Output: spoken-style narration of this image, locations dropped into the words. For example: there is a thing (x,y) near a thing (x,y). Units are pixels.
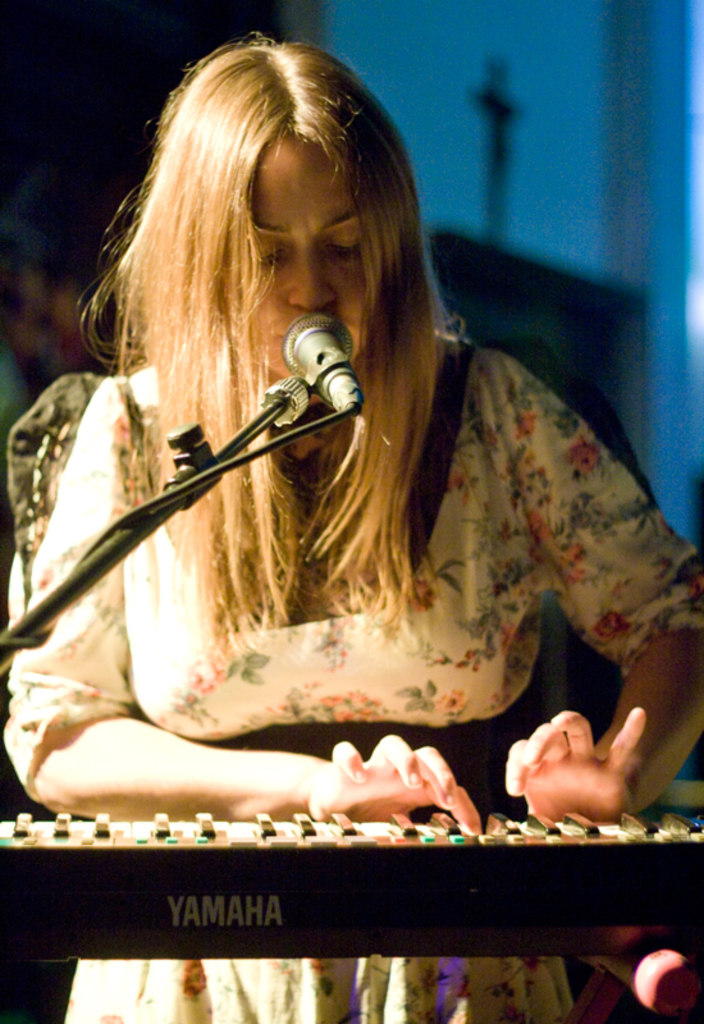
In this image I can see a woman (362,469) wearing white color dress (498,586) and playing the piano (228,847). In front of her I can see a mike stand (223,452). It seems like she is also singing a song. The background (545,161) is blurred.
